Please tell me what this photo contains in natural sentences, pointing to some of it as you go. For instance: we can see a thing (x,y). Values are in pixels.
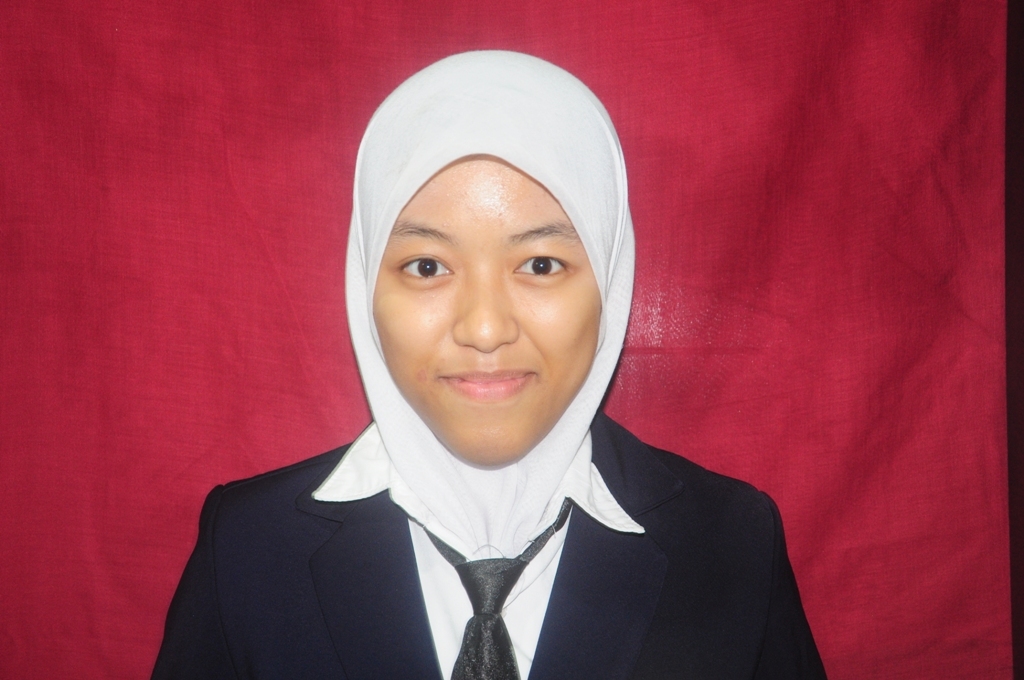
In this picture we can see a woman (350,554) with the hijab (420,500) and behind the woman (556,204) there is a red cloth (73,441).
